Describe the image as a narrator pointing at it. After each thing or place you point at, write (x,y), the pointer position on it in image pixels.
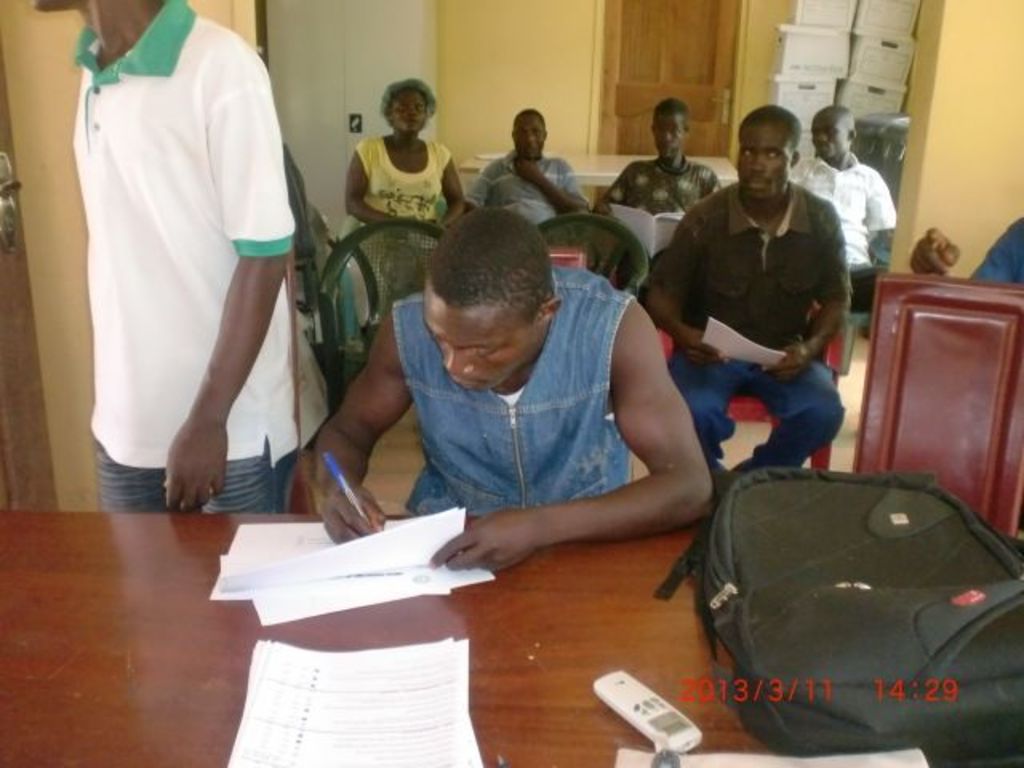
There are few people (529,174) sitting on the chairs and a person (257,391) standing. This is a table (583,766) with the papers (623,766), remote (682,725) and a bag (739,706). On the right side of the image (901,431), that looks like a wooden object (963,407). In the background (733,113), I think this is a door (716,102) with a door handle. These look like the cardboard boxes (826,65), which are white in color. I think this is the wardrobe (338,72). I can see the watermark (692,702) on the image.
